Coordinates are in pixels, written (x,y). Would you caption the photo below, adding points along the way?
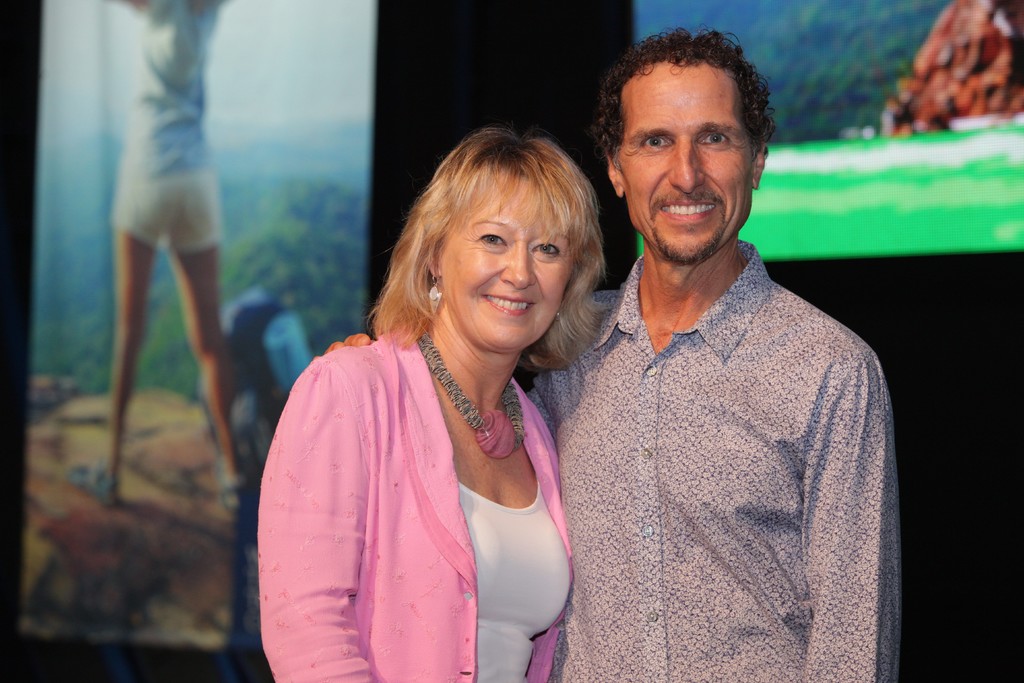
In this image I can see two people (547,521) with different color dresses (481,511). I can see the boards (917,185) and the black background (148,661).
